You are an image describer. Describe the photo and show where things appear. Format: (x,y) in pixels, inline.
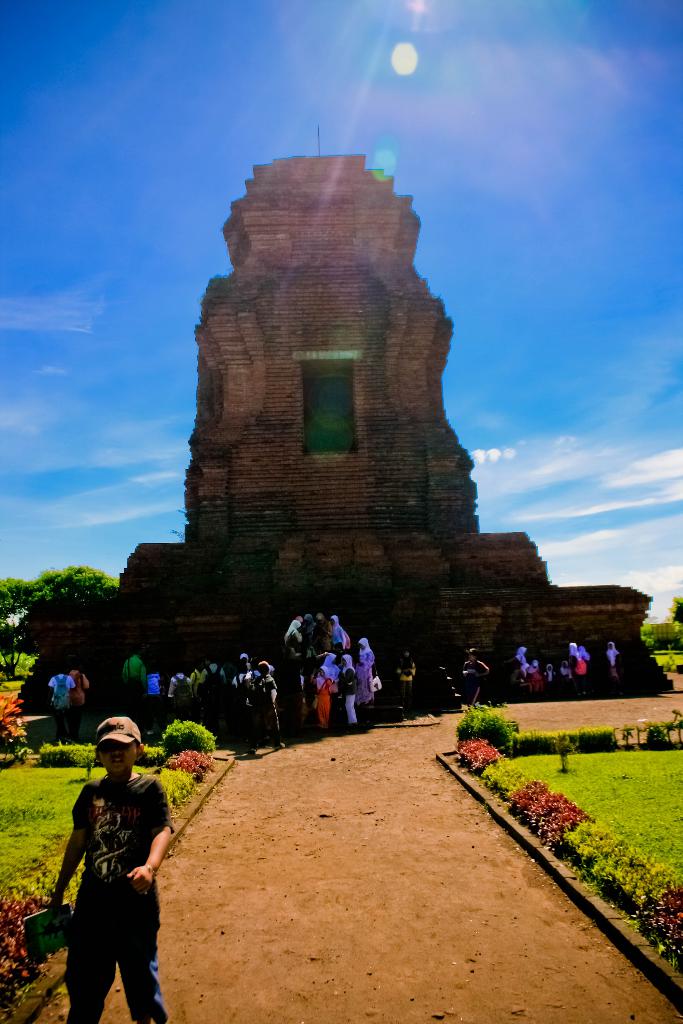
In this image few persons (302,654) are standing on the land (333,823). A boy (102,780) wearing a cap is holding a book (70,941). He is standing on the land (186,952). Bottom of image (668,907) there is grassland (55,859) having few plants (668,907). Behind the persons (306,643) there is a building (384,449). Behind there are few trees (68,585). Top of image (504,189) there is sky (543,263).
